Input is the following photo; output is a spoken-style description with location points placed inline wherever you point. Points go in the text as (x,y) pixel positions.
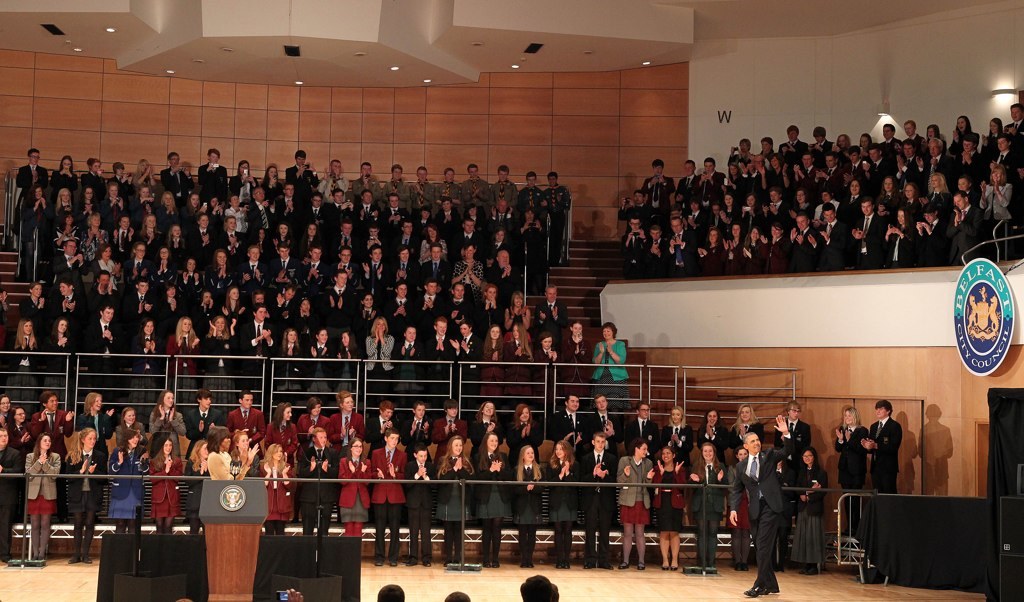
There are group of people (285,190) standing and this man (778,510) walking. We can see podium (256,499), microphone (318,512) with stand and devices (1011,578) on the floor (799,585). We can see board (958,280) on a wall (918,269), steps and rods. In the background (651,141) we can see wall (779,102) and lights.
